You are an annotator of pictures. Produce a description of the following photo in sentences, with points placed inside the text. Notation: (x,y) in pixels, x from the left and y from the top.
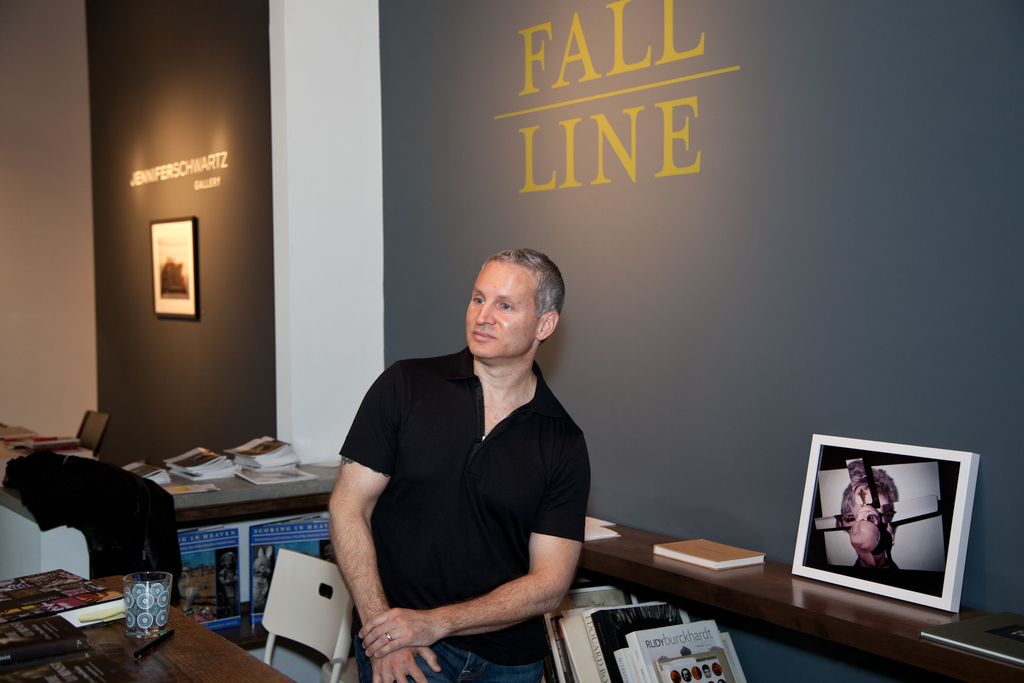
In this picture there is a man (392,505) standing in the middle (457,436). There are few books (644,618) in the shelf (819,613) and a frame (899,533). There is a glass (147,630), pen (156,645), books (75,596) on the table (125,648). There is a chair (334,635). There is a black jacket (120,516) on the desk (282,503). There is a frame (191,261) on the wall (145,236).
